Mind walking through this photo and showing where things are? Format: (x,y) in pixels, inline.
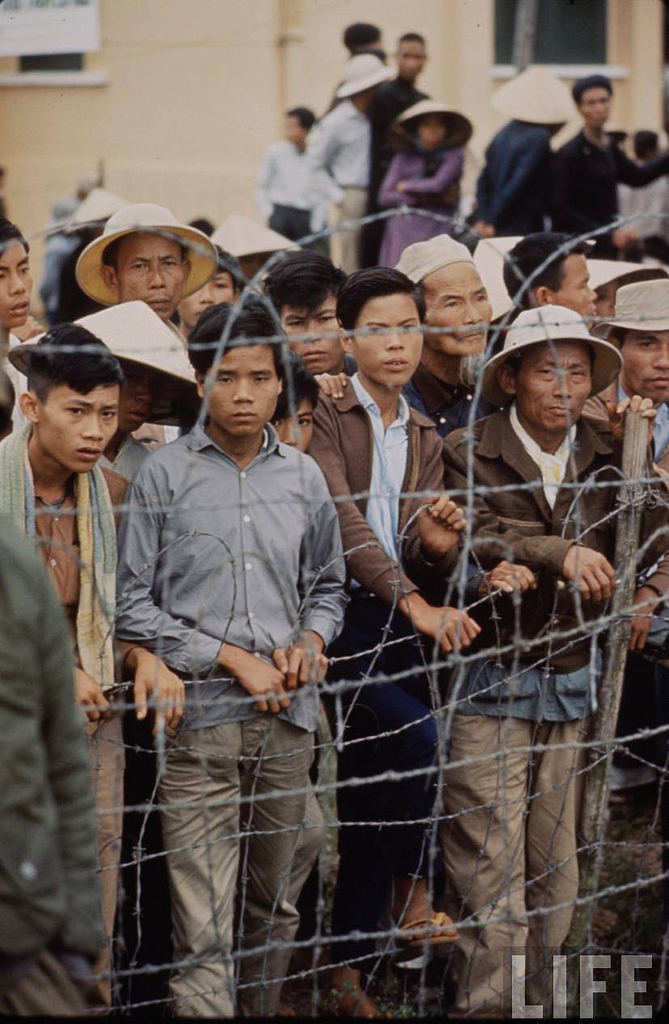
In this image this is a fence (337,713) in the center (227,679). Behind the fence (202,415) there are persons (442,281) standing and in the background (215,144) there is a building (182,98), there is a window (550,35).
